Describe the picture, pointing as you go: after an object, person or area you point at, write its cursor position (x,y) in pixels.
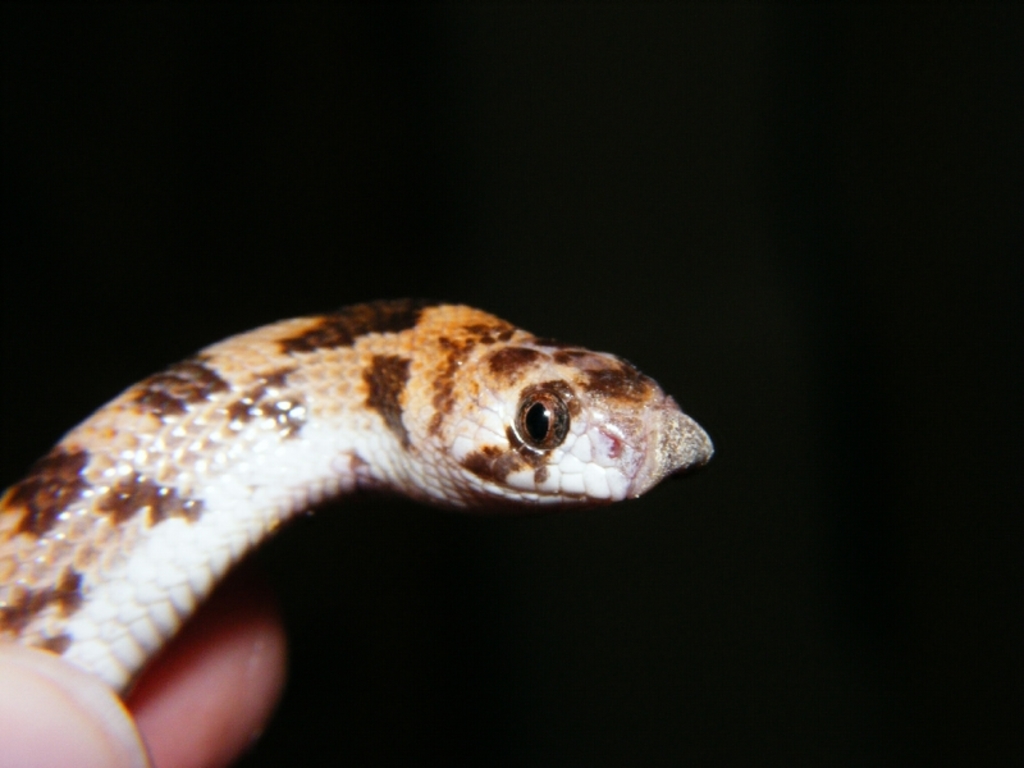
There is a snake (458,316) presenting in the black background.
